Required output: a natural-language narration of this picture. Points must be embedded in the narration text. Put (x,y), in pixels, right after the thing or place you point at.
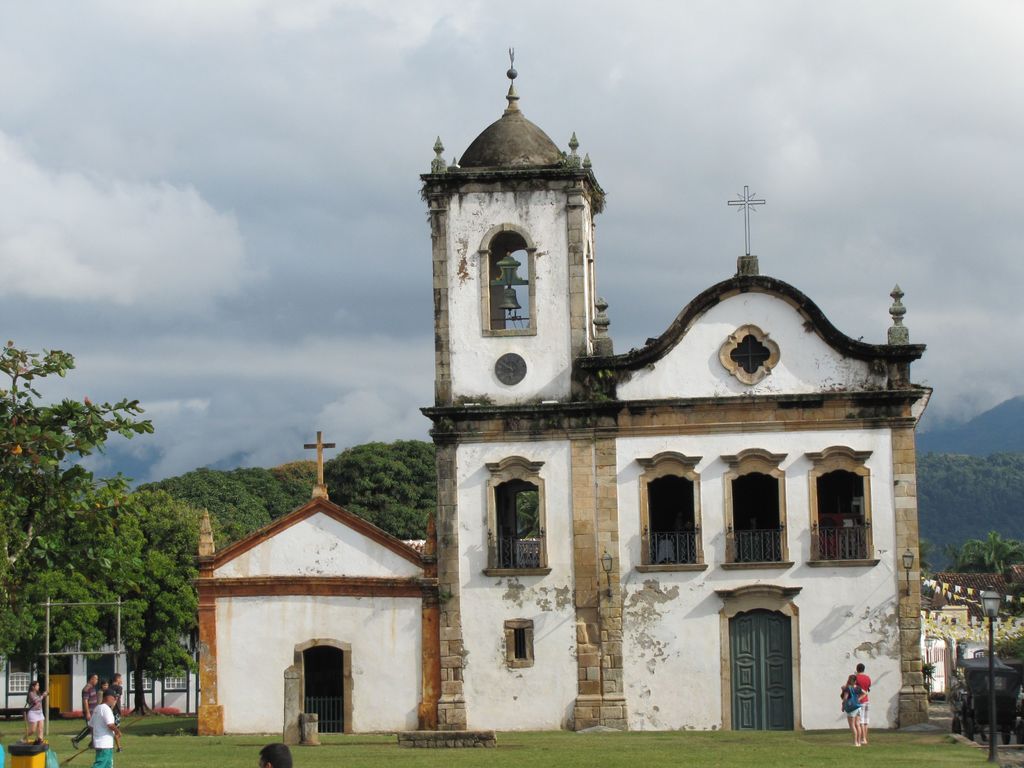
In this image we can see a church (497,593) with grills (520,562), doors (312,703) and lights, there are some people (95,703) walking on the grass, we can see some trees (168,531) and a pole (119,647), in the background (240,328) we can see the sky (216,366).
